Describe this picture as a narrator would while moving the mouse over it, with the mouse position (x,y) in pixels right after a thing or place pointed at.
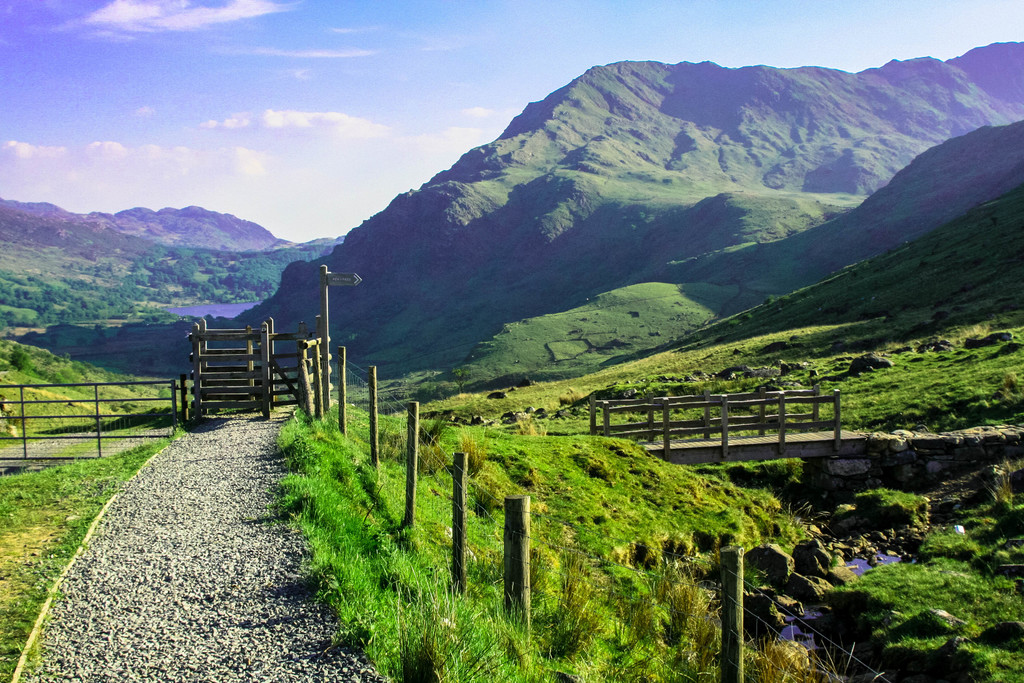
In this image on the left side (202,462) we can see the road (202,462) and on the right side (857,461) we can see the bridge (841,476), in the middle (391,335) we can see mountains (898,155) in the background (227,169) we can see the clouds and sky (360,61).
